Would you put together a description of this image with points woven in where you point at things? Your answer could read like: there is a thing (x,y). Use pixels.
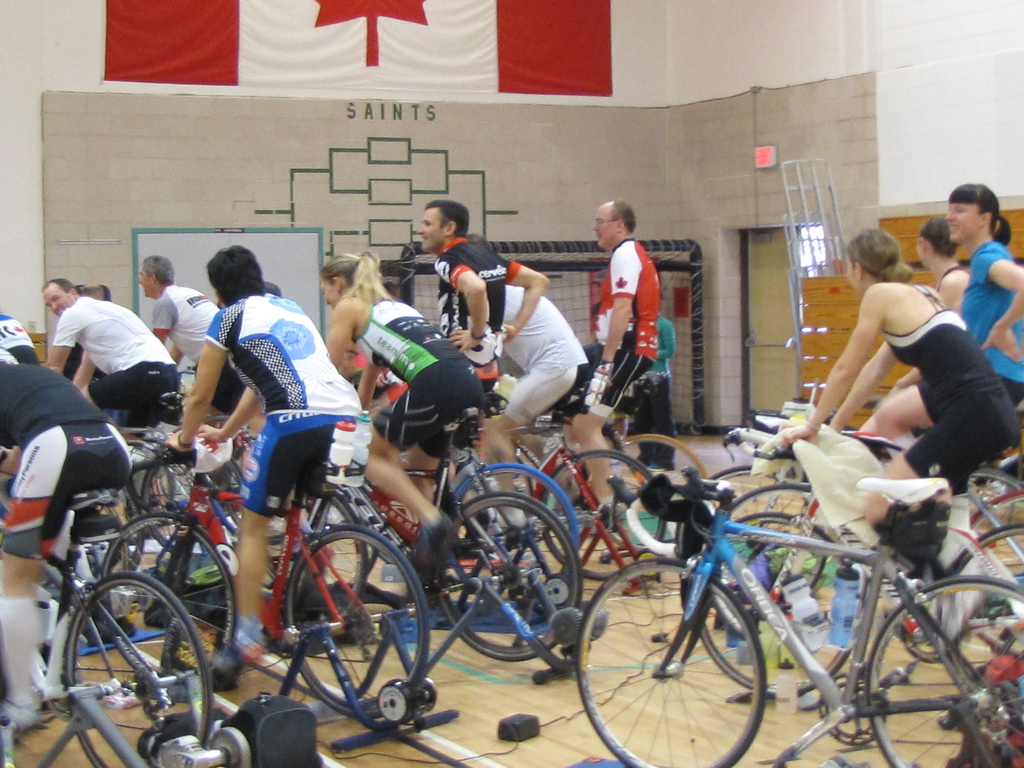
In this image we can see a group of people (290,333) sitting on bicycles (397,538) placed on stands (387,724), we can also see some bottles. At the bottom of the image (520,725) we can see a device (523,735) with cable (439,762). In the background (682,281), we can see a goal post (696,313). On the right side of the image (799,319) we can see some metal frames (812,272), wood pieces (834,306) and a door (753,324). At the top of the image (567,57) we can see a flag (567,57) on the wall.
